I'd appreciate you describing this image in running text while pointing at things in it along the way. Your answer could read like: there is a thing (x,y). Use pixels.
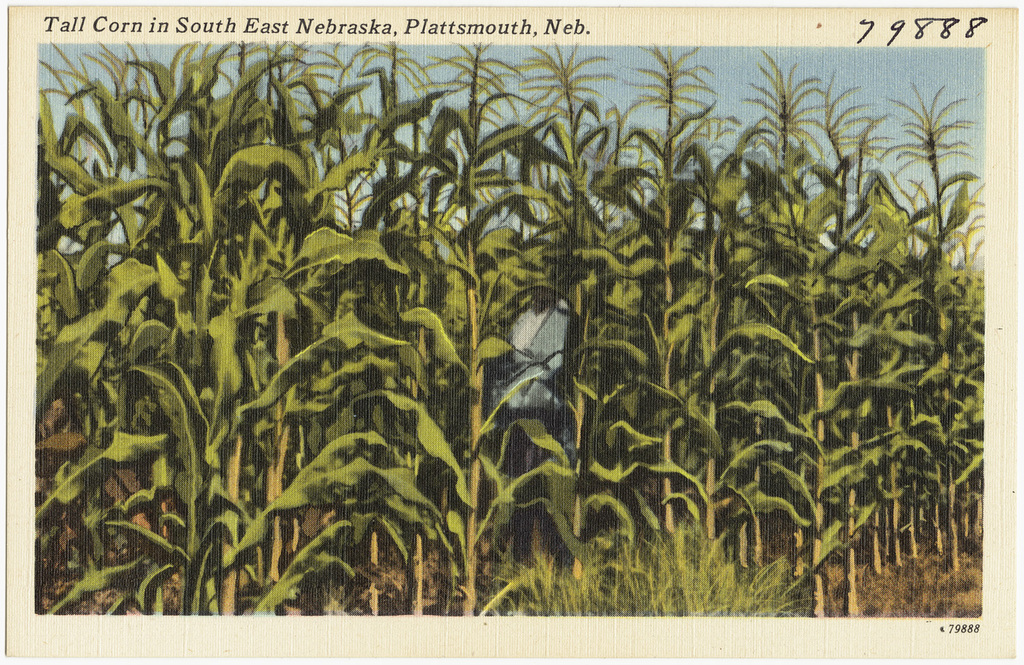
There are green color plants (733,329), this is sky (739,112).
